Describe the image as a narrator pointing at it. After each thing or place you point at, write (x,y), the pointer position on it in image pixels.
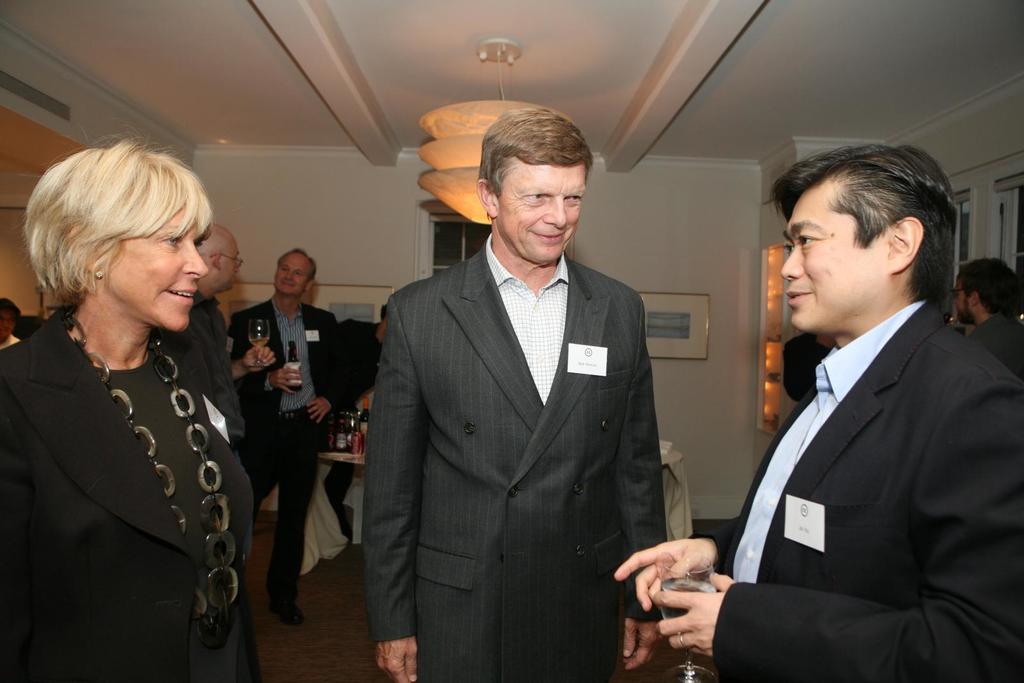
This image is taken indoors. At the top of the image (256,64) there is a ceiling (592,59) and there is a chandelier (452,164). In the background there is a wall (716,316) with a few picture frames (675,337) on it and there is a window (460,228). On the left side of the image (210,503) a woman (154,368) and two men (313,355) are standing on the floor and two men (287,341) are holding a glass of wine (261,336) in their hands (280,380). There is a table (348,454) with a few things (345,438) on it. In the middle of the image (485,415) a man (504,248) is standing on the floor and he is with a smiling face (566,240). On the right side of the image (996,365) there are a few people (980,299) and a man (817,492) is standing and he is holding a glass (701,588) of wine (681,594) in his hands (731,582).
